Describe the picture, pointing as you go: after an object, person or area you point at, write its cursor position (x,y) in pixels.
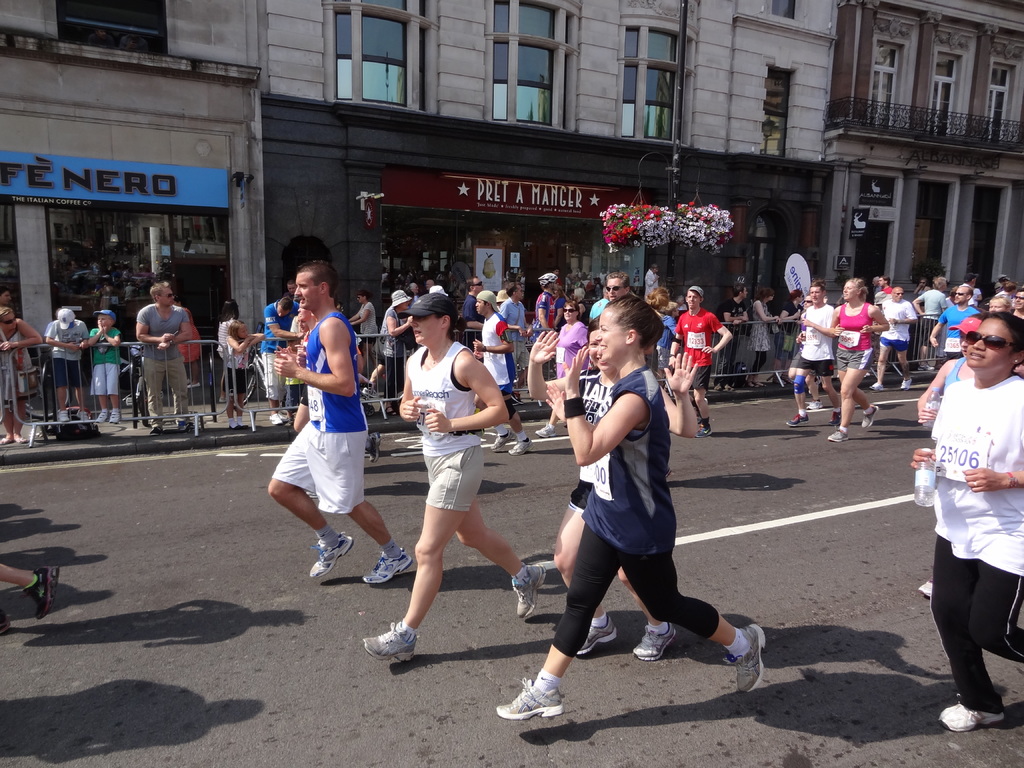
In this image we can see few people (612,371) running on the road (383,586). Lady (941,505) on the right side (968,451) is wearing goggles (976,337) and holding a bottle (916,472). In the back (58,333) there are many people (166,307) standing. There are railings (382,356). Also there are buildings (370,57) with windows (656,70). And there are name boards (395,202). Also we can see flowers (646,211).
